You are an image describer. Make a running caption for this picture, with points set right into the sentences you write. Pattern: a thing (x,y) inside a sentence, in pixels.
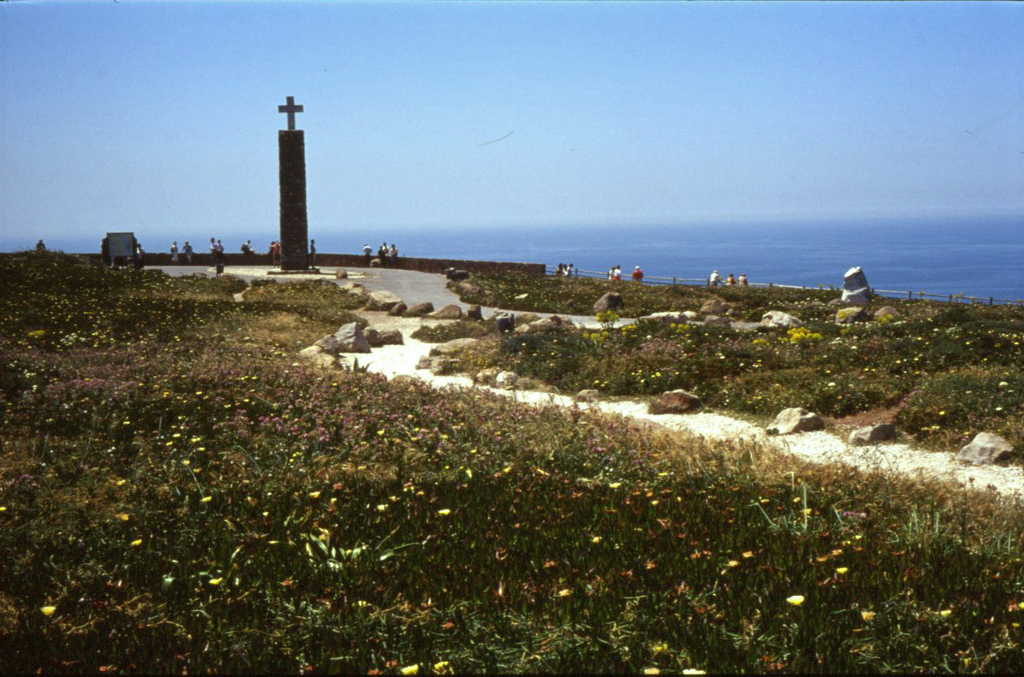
The picture is clicked on a cliff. This is a pillar (302,139) with cross mark (291,109). There are few people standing near the boundary (781,286). On the foreground (156,455) there are plants (338,461), grasses (550,431) on the ground (550,431). This is the path (866,460). On the path (866,460) there are stones (392,306). In the background (732,243) there is water body (851,247). The sky (417,92) is clear.
